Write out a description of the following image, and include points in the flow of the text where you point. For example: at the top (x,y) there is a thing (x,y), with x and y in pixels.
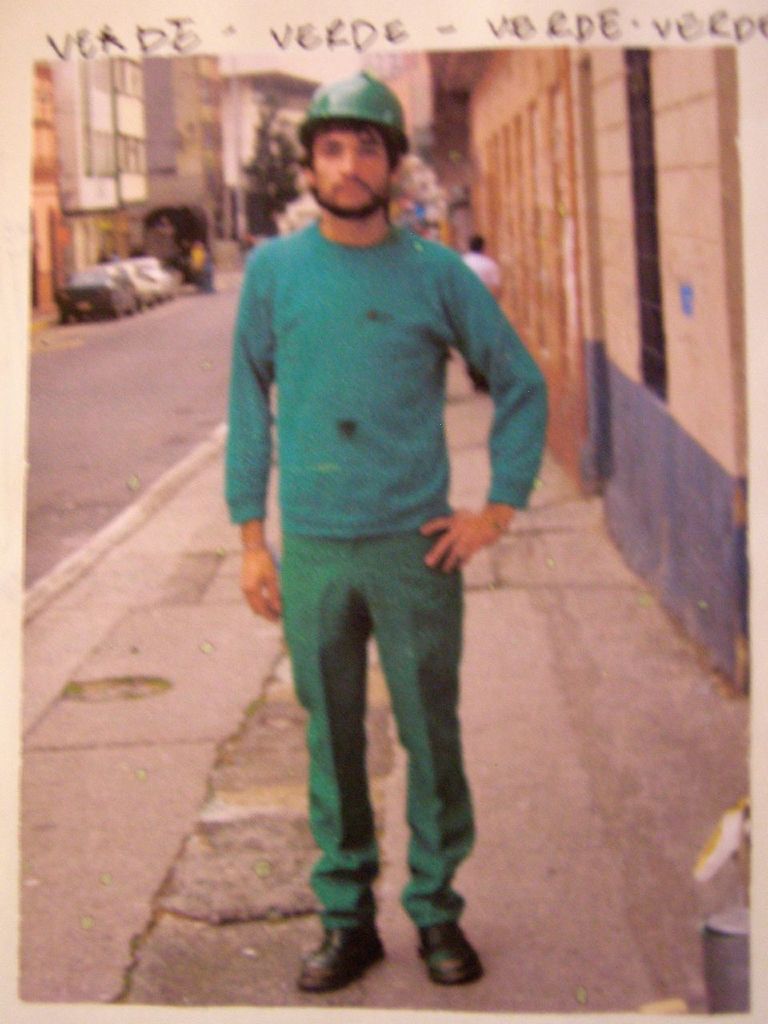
It is the image in which there is a man (348,420) standing on the footpath (483,719) by wearing the helmet (327,101). In the background (216,107) there are buildings (451,146). On the road (214,370) there are vehicles (109,273).
